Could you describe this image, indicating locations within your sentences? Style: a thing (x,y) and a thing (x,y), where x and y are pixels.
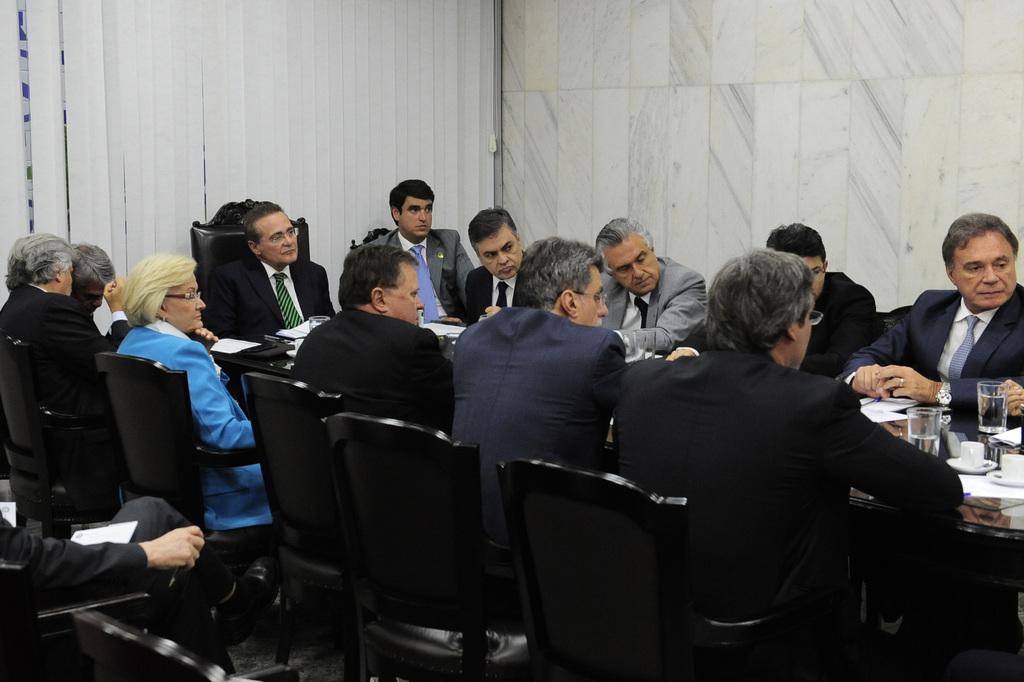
I can see in this image there are group of people (494,344) are sitting on a chair (523,528) in front of a table (958,425). On the table (969,433) we have few glasses (930,442), cups (965,461) and other objects (967,477) on it.
